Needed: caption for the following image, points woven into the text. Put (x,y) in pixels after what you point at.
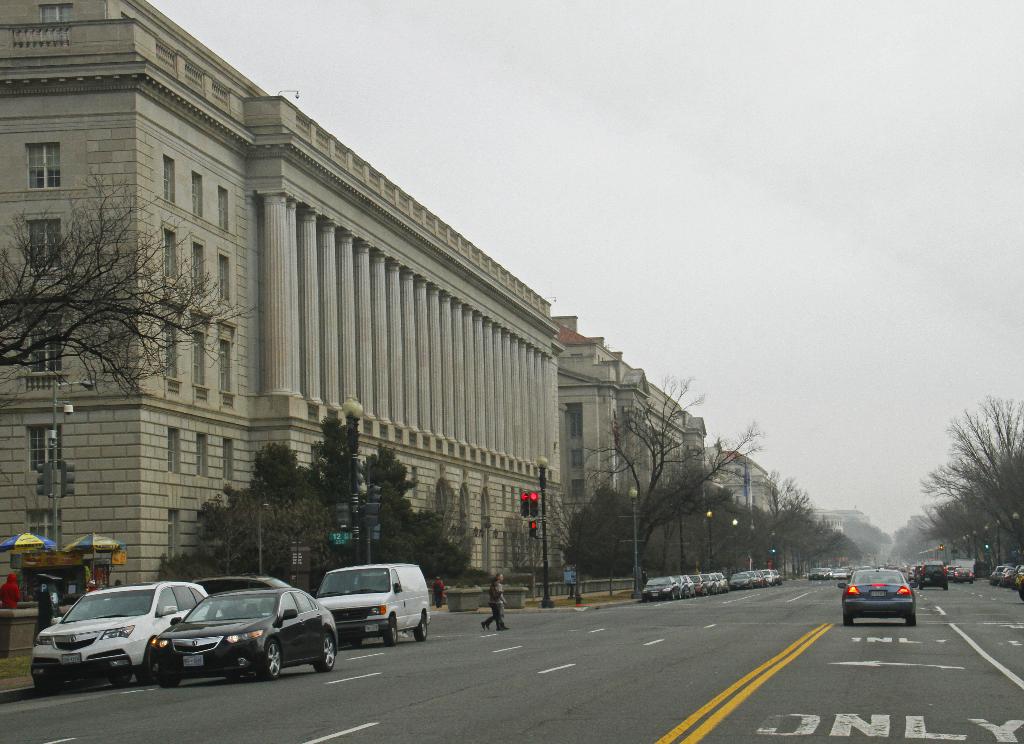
In this image I can see few buildings (552,337), trees (563,541), traffic signals (536,514), light poles (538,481), tents (16,548), few vehicles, fencing (563,587), poles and few people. The sky (610,206) is in white color.
